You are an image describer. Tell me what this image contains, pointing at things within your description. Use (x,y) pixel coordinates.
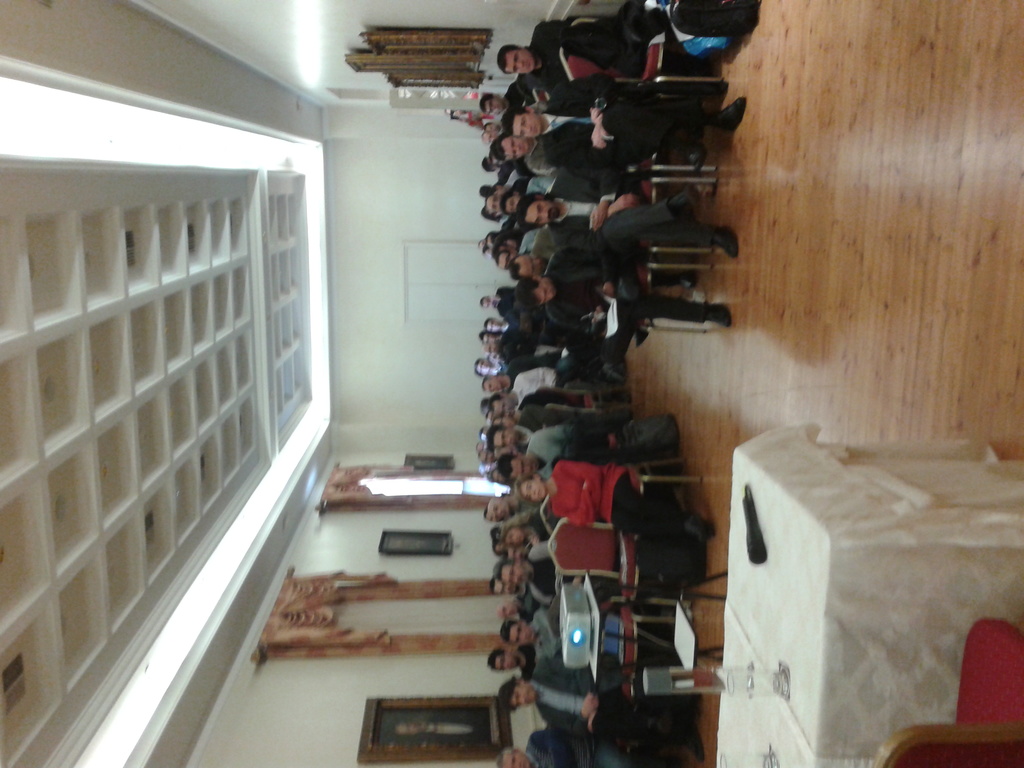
In this image there are chairs (570,526) and tables (678,644) on the floor (975,339). There are people (545,389) sitting on the chairs (636,599). There is a projector (562,609) on the table (595,635). Right bottom there is a chair (969,699). Before it there is a table (830,671) having glasses (730,686), mike (753,543). There are picture frames (410,718) attached to the wall (410,392) having doors (416,296). Lights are attached to the roof (100,308).
